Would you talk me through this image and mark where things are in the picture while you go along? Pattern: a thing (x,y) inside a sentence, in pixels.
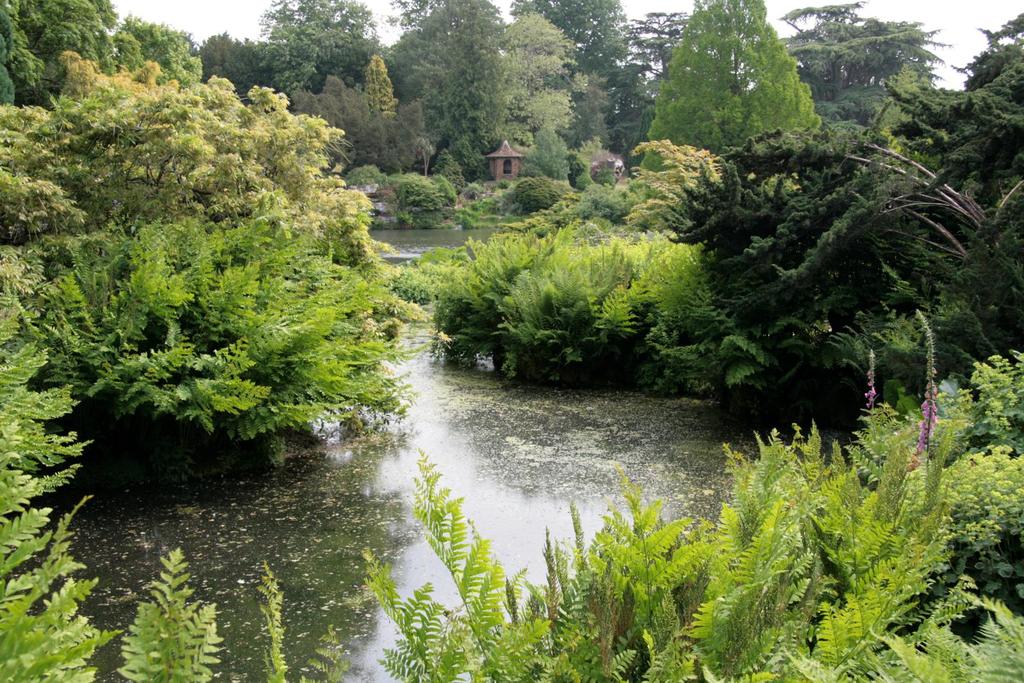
In this picture we can see the water (403,542). There are a few bushes (448,505), some objects (504,177) and trees (588,42) are visible in the background (665,30).
